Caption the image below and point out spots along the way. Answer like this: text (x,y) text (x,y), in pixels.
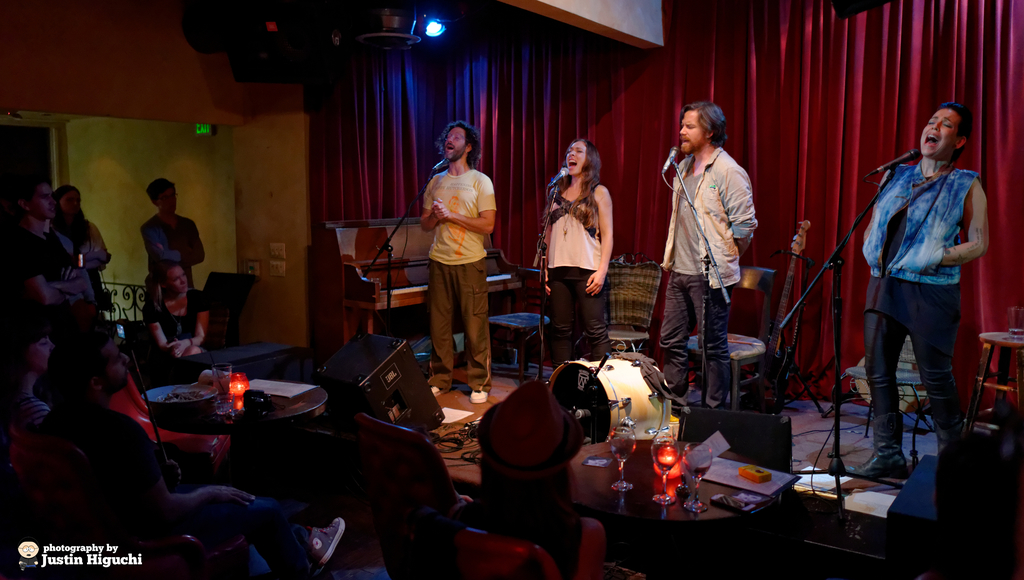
In this image we can see a few people (77,198), some of them are sitting on the chairs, there are four persons (571,267) standing on the stage (529,369), they are singing, there are mics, musical instruments (609,389), wires (830,436), a stool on the stage (816,435), there are tables (634,477), on this table (628,505) we can see candles (241,394), glasses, papers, also we can see some food item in the plate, there is a door (57,149), a curtain (491,163), lights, also we can see the wall (182,188), and the text (118,552) on the image.
